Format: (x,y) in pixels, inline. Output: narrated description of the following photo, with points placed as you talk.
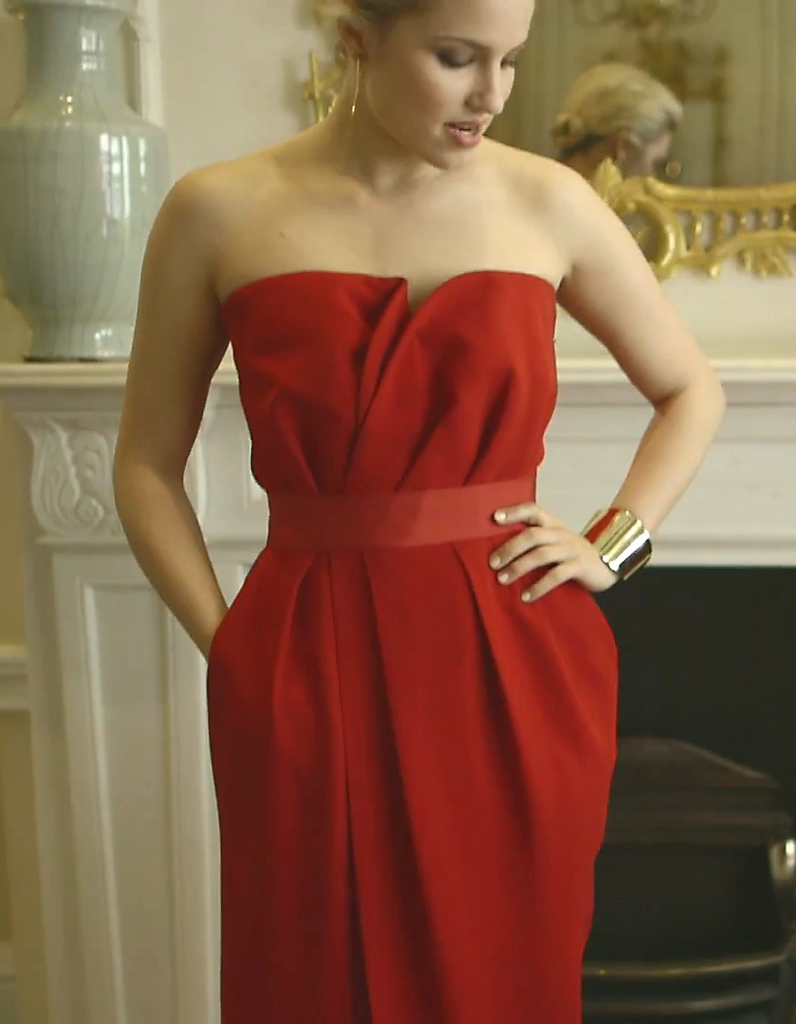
In this picture I can see a woman (547,625) standing, there is a vase (103,85), there is a mirror (772,56) attached to the wall (156,113) and there are some objects (748,950).
